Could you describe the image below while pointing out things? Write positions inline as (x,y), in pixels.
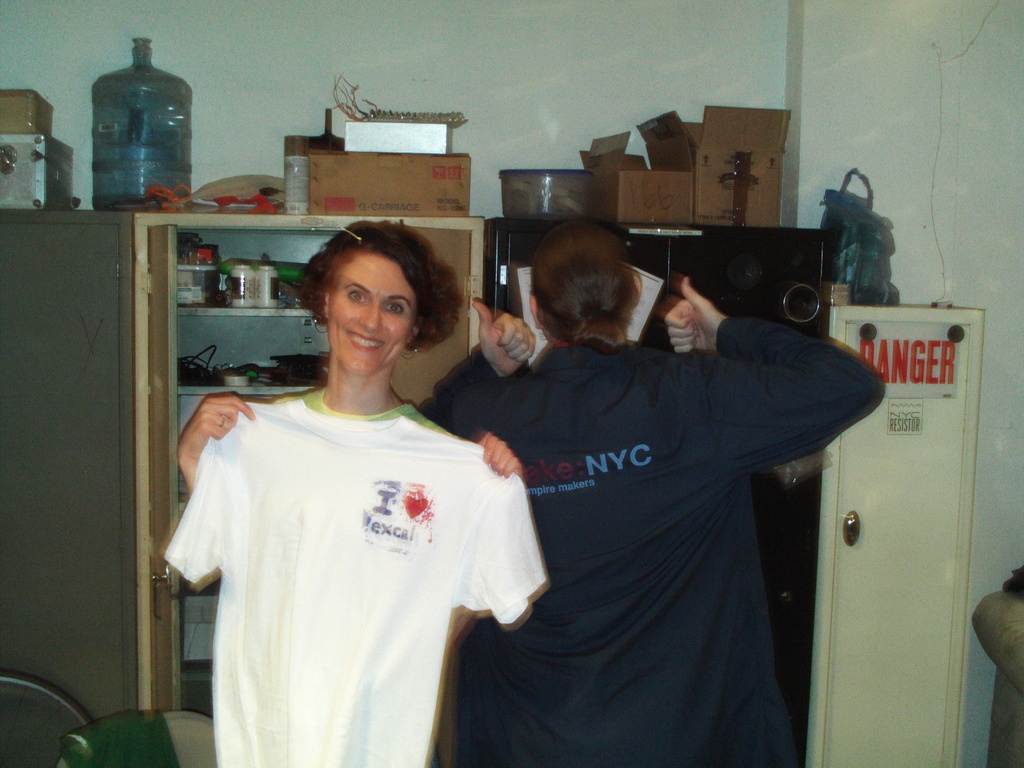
In the picture we can find two women (567,398) standing, one woman (509,472) is facing front and one woman (534,383) is facing background. In the background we can find some racks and cupboard (46,508) and some things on it.
